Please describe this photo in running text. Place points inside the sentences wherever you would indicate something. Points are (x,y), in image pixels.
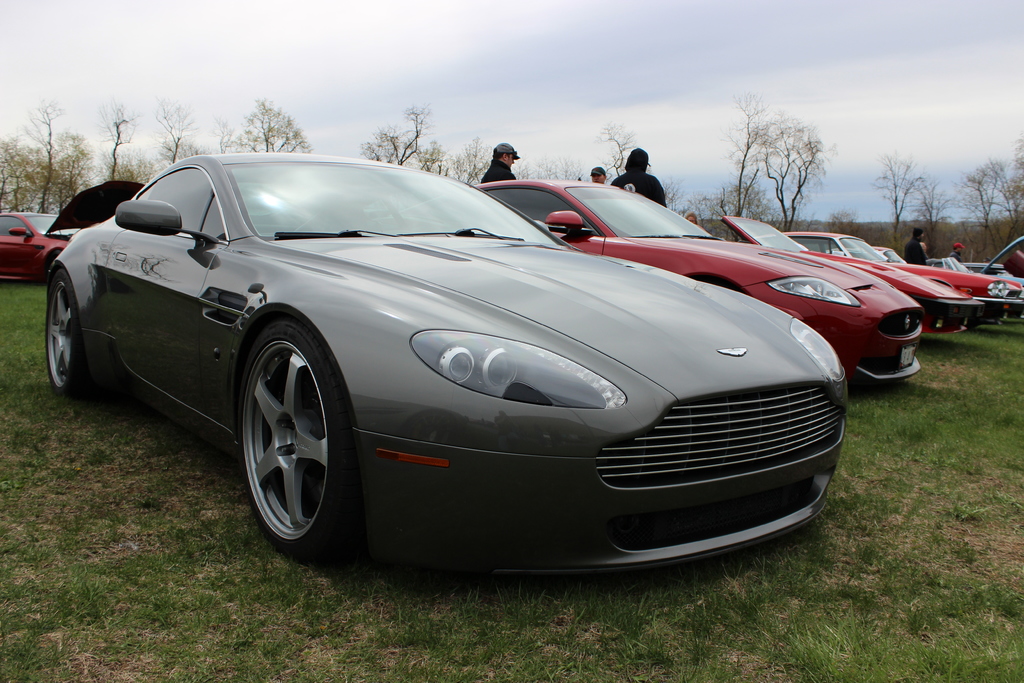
In this picture I can see vehicles (433,559) on the grass (680,599), there are group of people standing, there are trees (941,232), and in the background (832,99) there is sky (540,3).
